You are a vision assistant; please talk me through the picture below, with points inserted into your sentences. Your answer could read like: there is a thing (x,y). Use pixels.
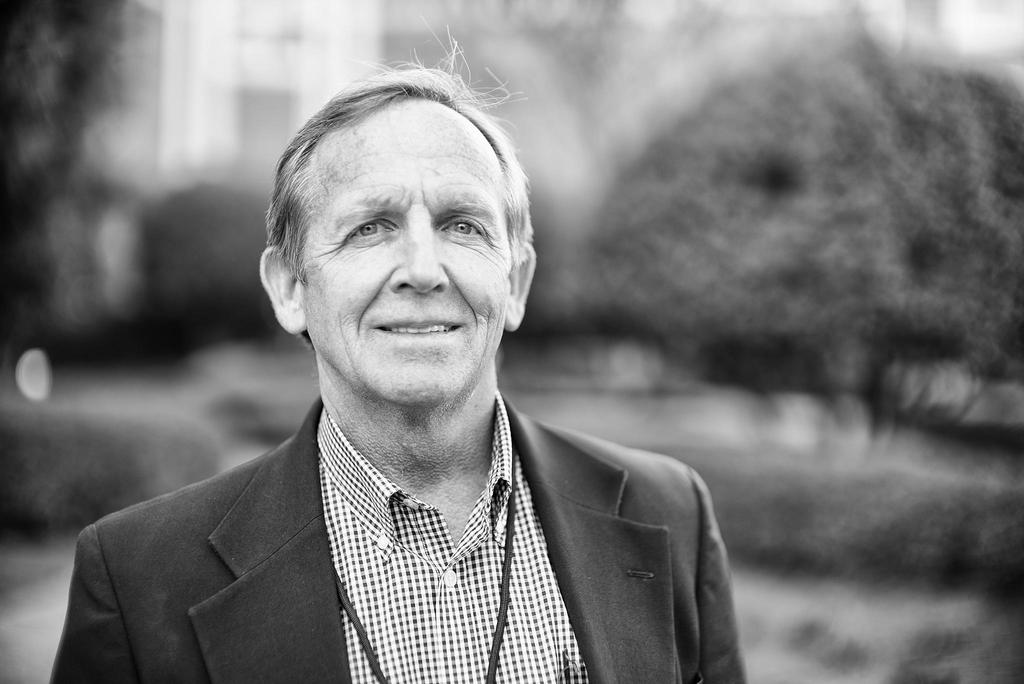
This is black and white image where a person (437,566) is standing and wearing shirt (533,568) and coat (591,560).
